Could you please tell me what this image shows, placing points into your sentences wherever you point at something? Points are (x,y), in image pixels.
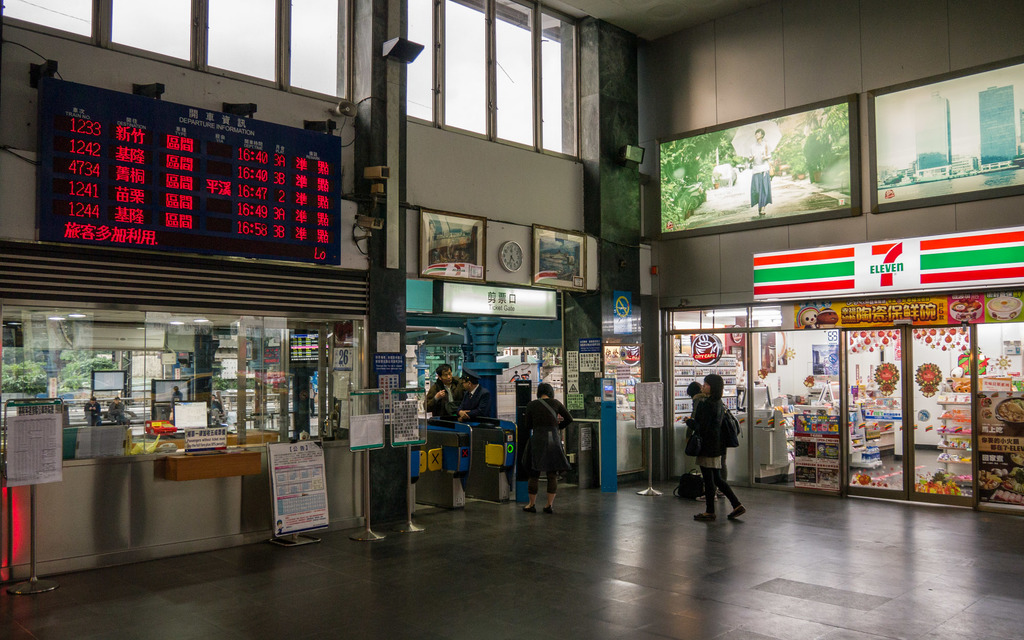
There are persons (543,408) on the floor (600,524). On the left side (313,216), there is a screen (331,179) which is attached to the wall (9,61). Below this, there are hoardings (297,453), there are shops (916,384) in which there are some objects (960,407). There is clock (512,251), photo frames (543,262), screens (687,175) and lights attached to the wall (678,112). There are glass windows (565,59). And there are speakers (140,98) and cc cameras (357,218) attached to the wall (524,265).
